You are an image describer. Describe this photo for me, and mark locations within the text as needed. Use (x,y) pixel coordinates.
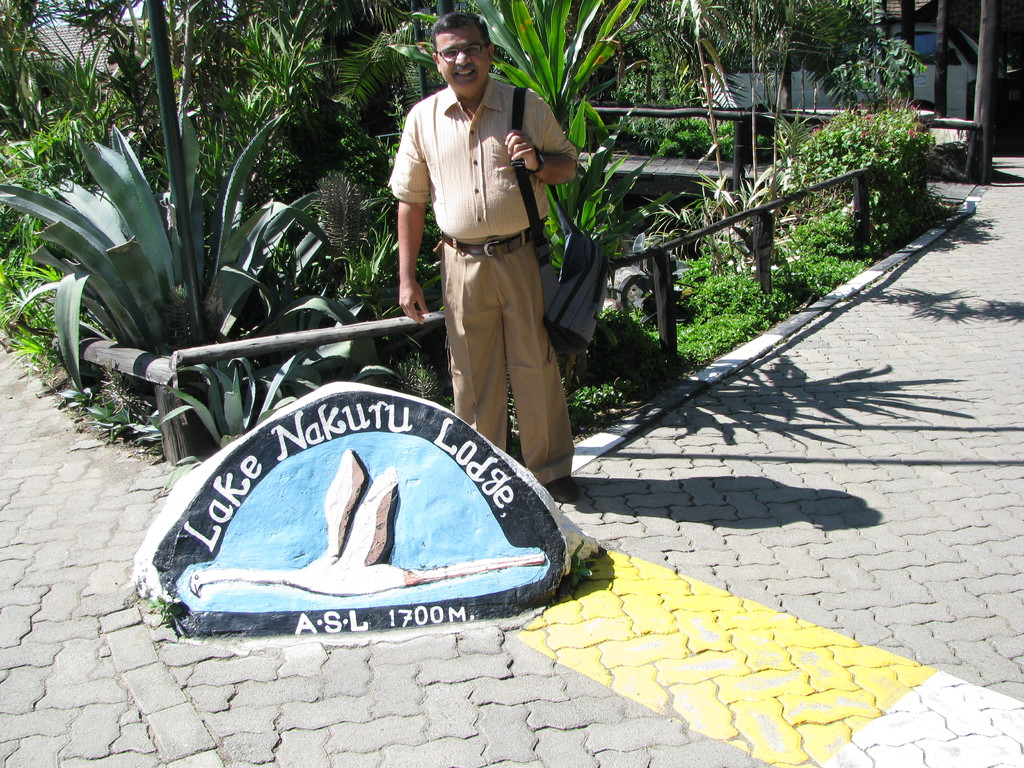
In this image we can see a man (512,342) is standing. In front (463,457) him on rock (320,440) painting (340,519) is there. He is wearing shirt (493,235) and holding bag (556,289). Behind him fencing (859,232) is there and plants (312,119) are present.
